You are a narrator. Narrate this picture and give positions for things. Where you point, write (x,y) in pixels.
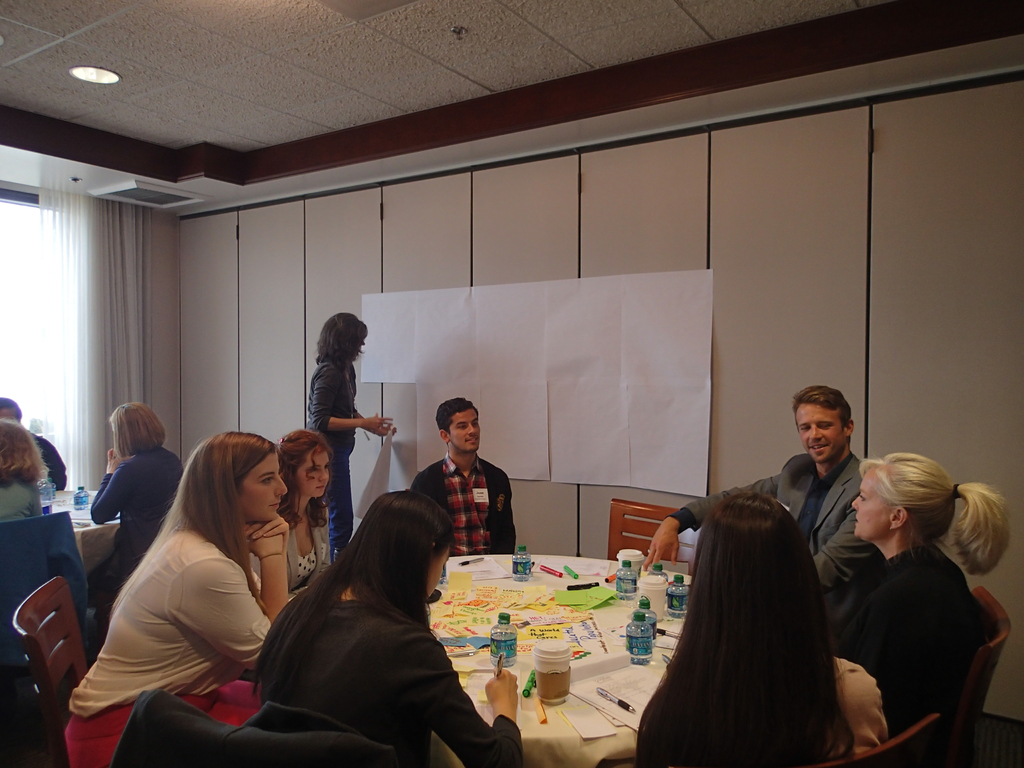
This is a picture taken in a room (670,580), there are a group of people (684,688) sitting on a chair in front of these people (350,608) there is a table (548,724) on the table (548,746) there are paper (616,687), cup (540,660) and bottle (618,584). Behind the people (334,636) there is a wall (633,232).
